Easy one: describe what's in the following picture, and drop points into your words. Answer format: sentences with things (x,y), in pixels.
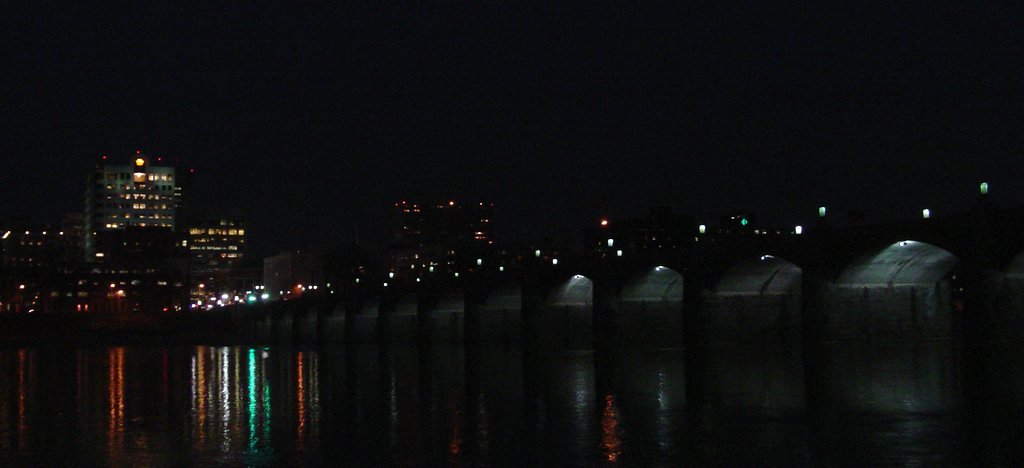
In this image I can see the water (428,357). In the background (161,278) I can see few lights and buildings (172,187) and the sky (423,85) is in black color.
